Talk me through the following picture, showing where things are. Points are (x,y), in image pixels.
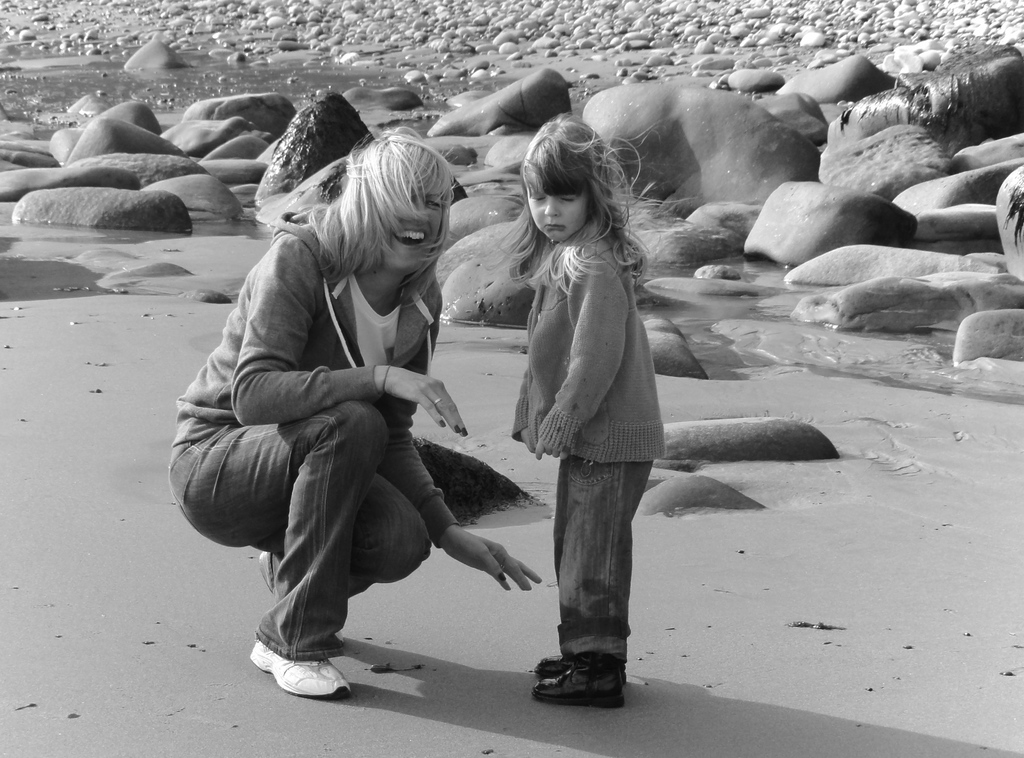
In this image, we can see a person (337,418) and kid (597,425) wearing clothes (572,577). There are rocks (237,158) at the top of the image (648,79).
